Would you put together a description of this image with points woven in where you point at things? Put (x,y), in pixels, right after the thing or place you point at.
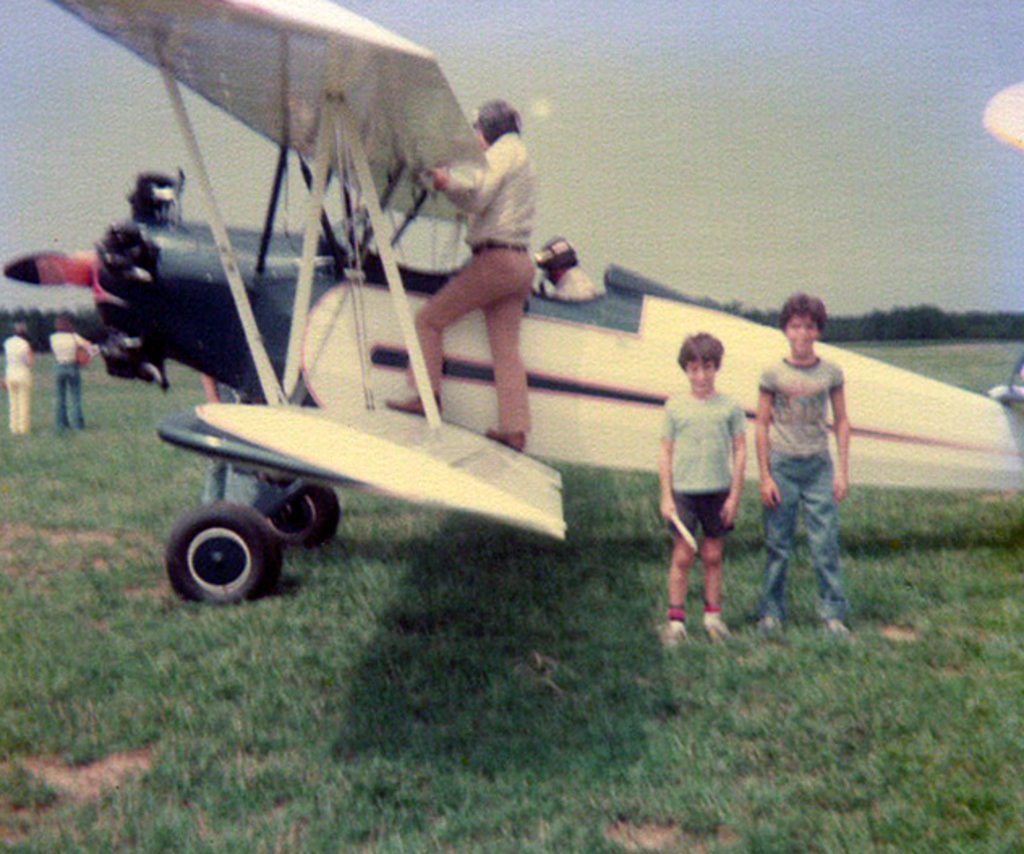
In this image I see an aircraft (986,425) which is of white, black and red in color and I see few people (510,268) and I see the green grass (136,424). In the background (721,36) I see the trees (750,312) and the sky (886,212).
